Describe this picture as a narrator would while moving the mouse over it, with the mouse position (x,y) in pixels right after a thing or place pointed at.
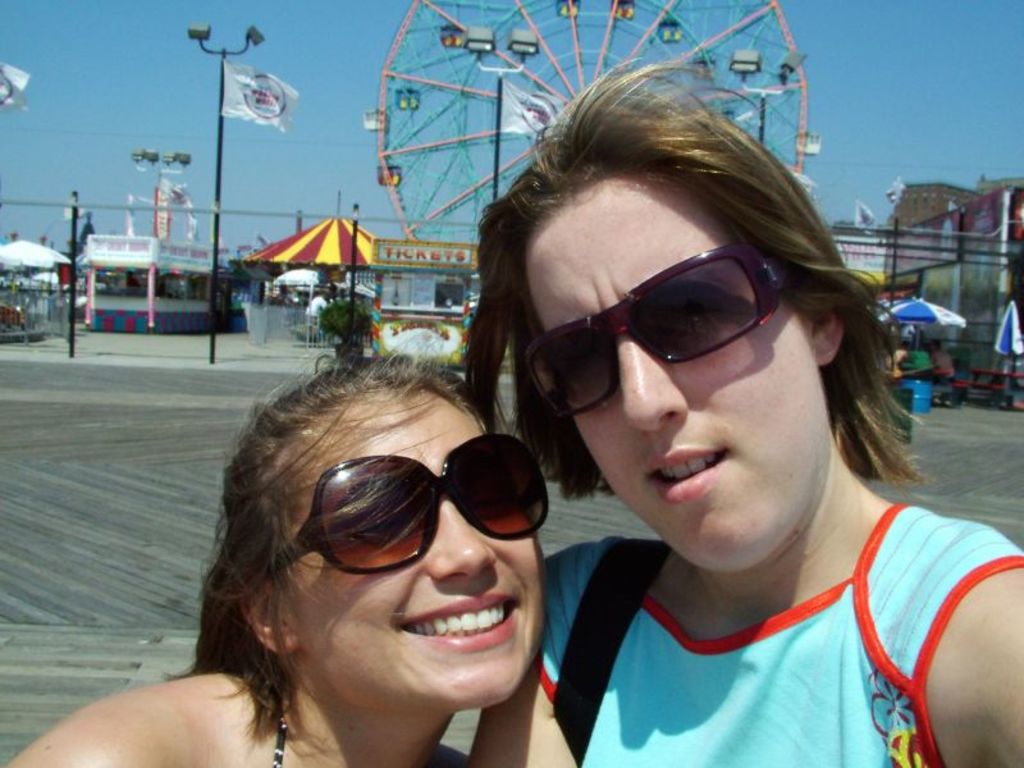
In this image there are two person (562,572) are standing at bottom of this image (420,548) and wearing a goggles (592,407) and there are some buildings (135,292) in the background (263,276). There is a giant wheel (477,89) at top of this image (485,101) and there is a sky (280,141) as we can see at top of this image (75,111). There are some poles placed at left side of this image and right side (895,276) to this image as well.
